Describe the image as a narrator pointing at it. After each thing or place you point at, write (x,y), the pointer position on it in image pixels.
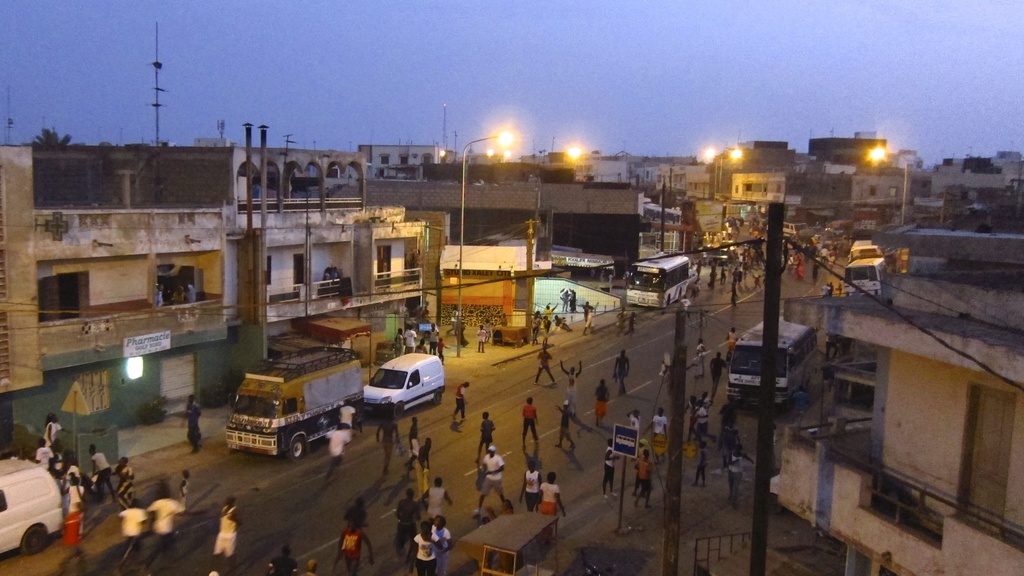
In this image few persons (609,463) are walking on the road (555,448). There are few vehicles (414,375) on the road (520,440). There are few street lights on the pavement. In background (0,242) there are few buildings (568,221). Top of image (579,101) there is sky (627,58).
